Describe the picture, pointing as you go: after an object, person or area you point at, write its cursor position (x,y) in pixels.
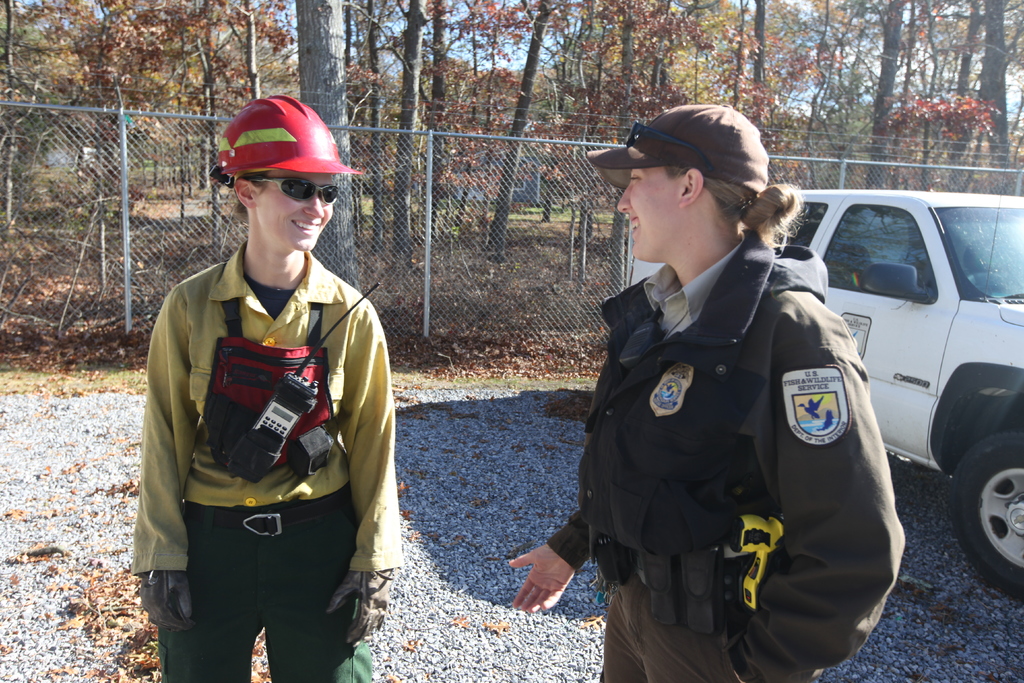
In the image there are two women (386,547) standing and talking to each other, It looks like they are on duty and behind them there is a vehicle (850,236), behind the vehicle (879,240) there is a fence (78,116) and behind the fence (860,145) there are plenty of trees (189,41).
